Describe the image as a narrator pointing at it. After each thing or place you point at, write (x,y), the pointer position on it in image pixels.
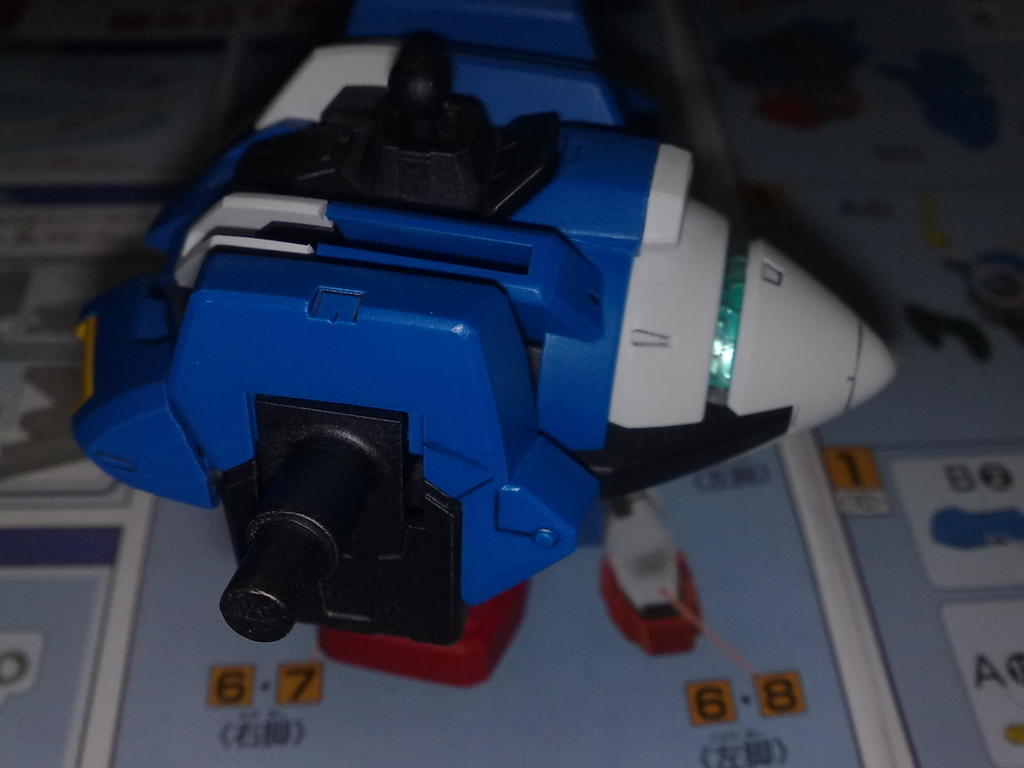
In the image on the platform (130,661) there are images (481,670) and numbers (750,702) on it. On the platform (719,728) there is a toy (561,219) which is in black, white and blue color.
